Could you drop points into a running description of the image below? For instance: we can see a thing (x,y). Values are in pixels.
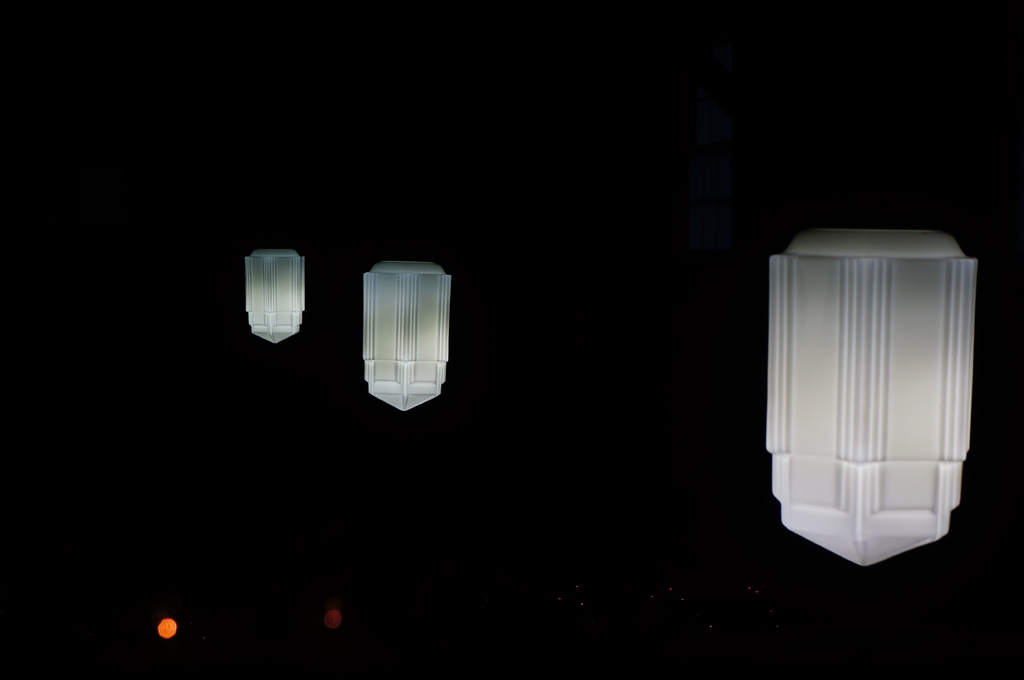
On the left side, there are two yellow and white color lights (374,381) arranged. On the right side (829,232), there is a white color light (938,535) arranged. And the background (994,558) is dark in color.
